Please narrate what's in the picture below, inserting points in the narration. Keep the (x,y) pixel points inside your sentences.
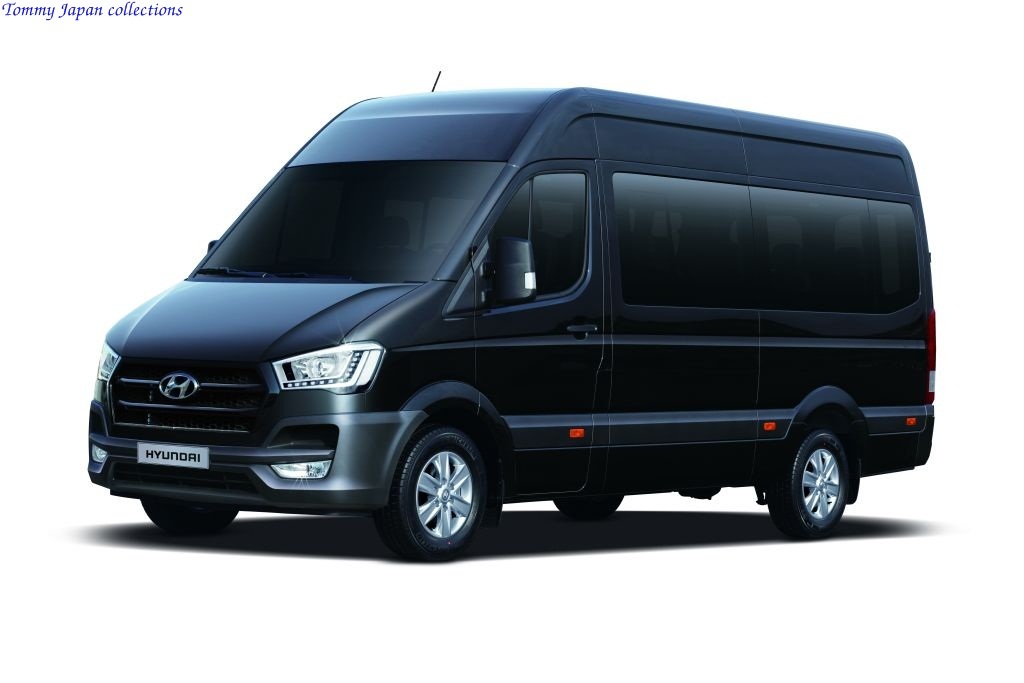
In this image I can see a vehicle (547,348) which is black in color and I can see the white background (164,223).
